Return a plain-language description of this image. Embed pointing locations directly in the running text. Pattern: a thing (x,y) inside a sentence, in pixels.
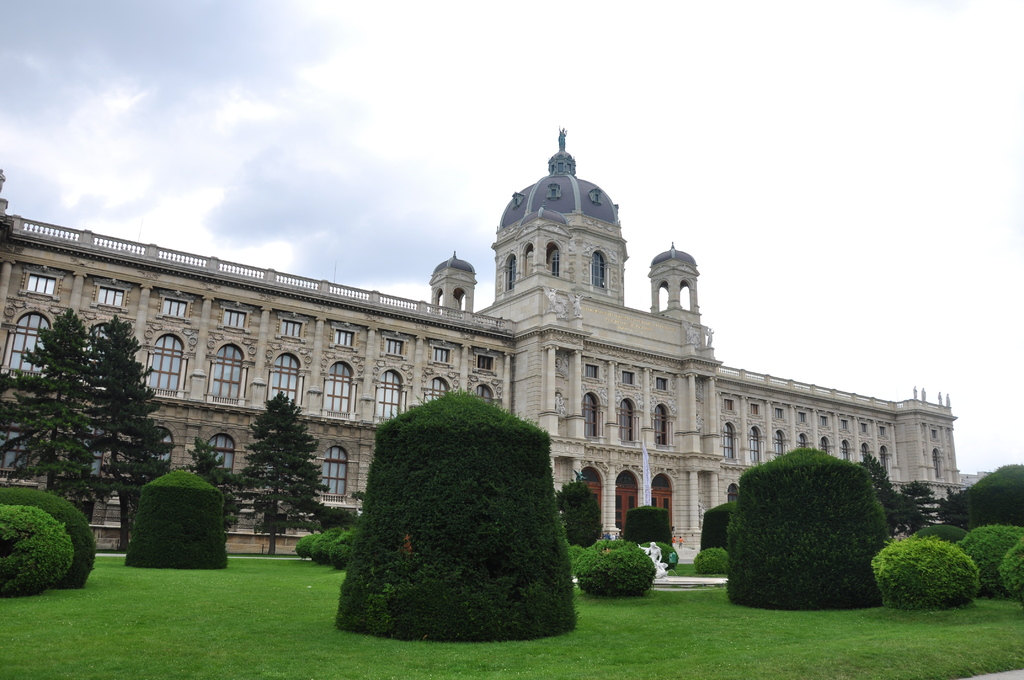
In this image, we can see a building (486,396), there is green grass (513,664) on the ground (511,679), there are some plants (579,552) and trees (130,379), at the top (222,192) there is a sky (301,89).
